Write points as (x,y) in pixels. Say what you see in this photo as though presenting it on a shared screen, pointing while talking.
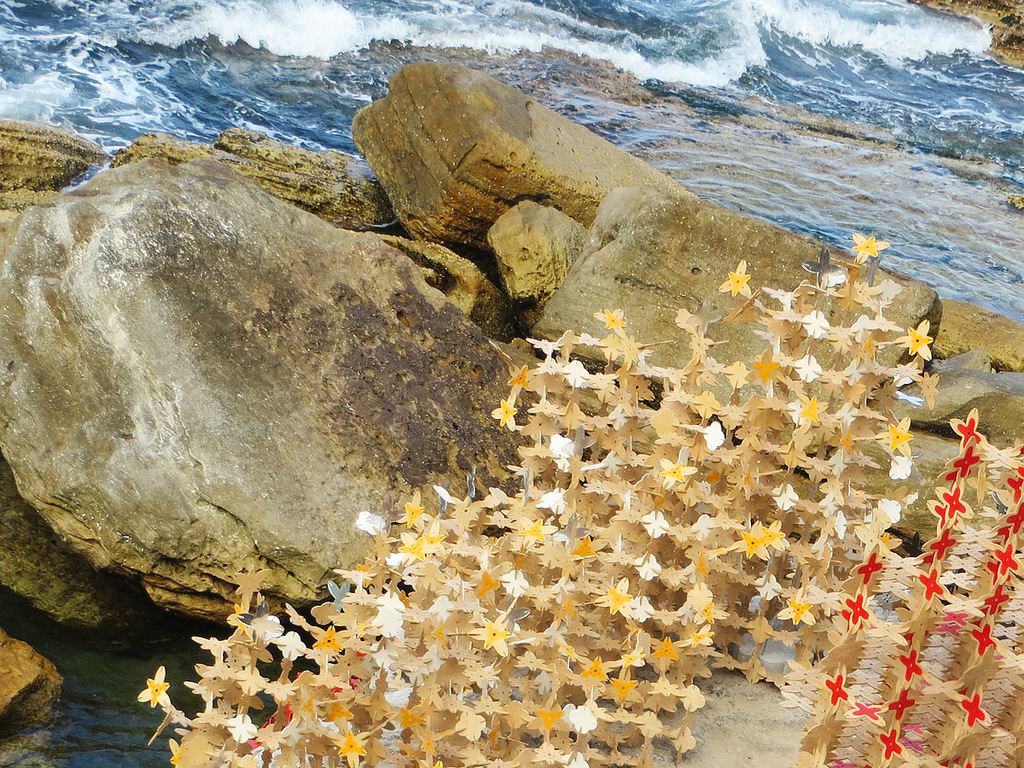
In this image, we can see some craft (510,656), stones (473,450) and water (25,630).
